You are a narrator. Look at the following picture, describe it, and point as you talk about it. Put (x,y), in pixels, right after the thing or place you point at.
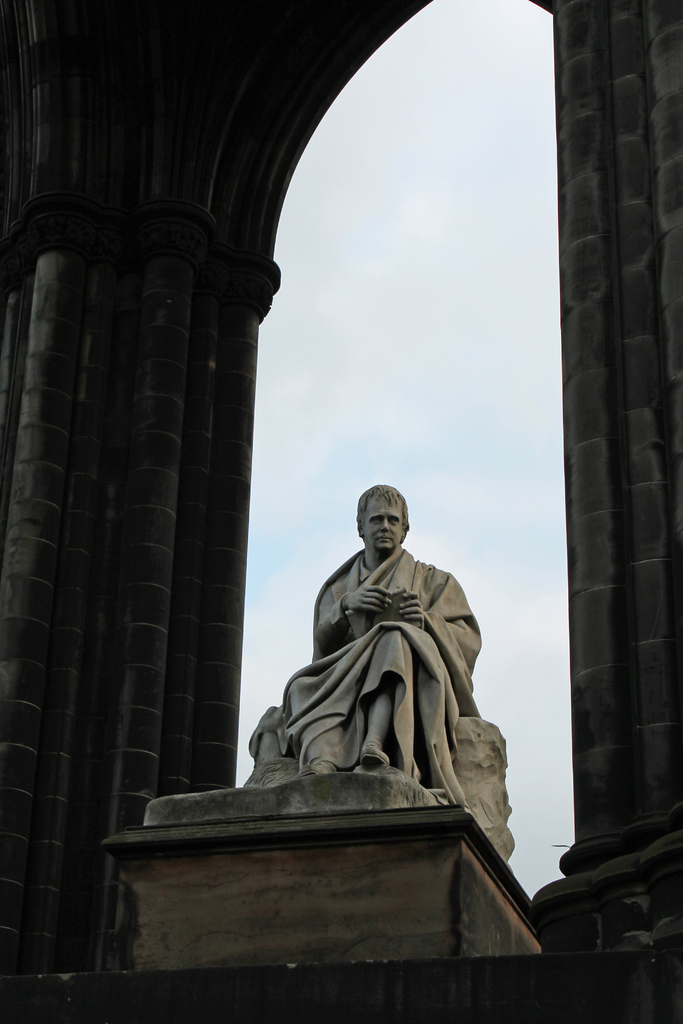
In this image we can see a statue (349,688), pedestal (337,799), poles (190,236) and sky (405,180).
